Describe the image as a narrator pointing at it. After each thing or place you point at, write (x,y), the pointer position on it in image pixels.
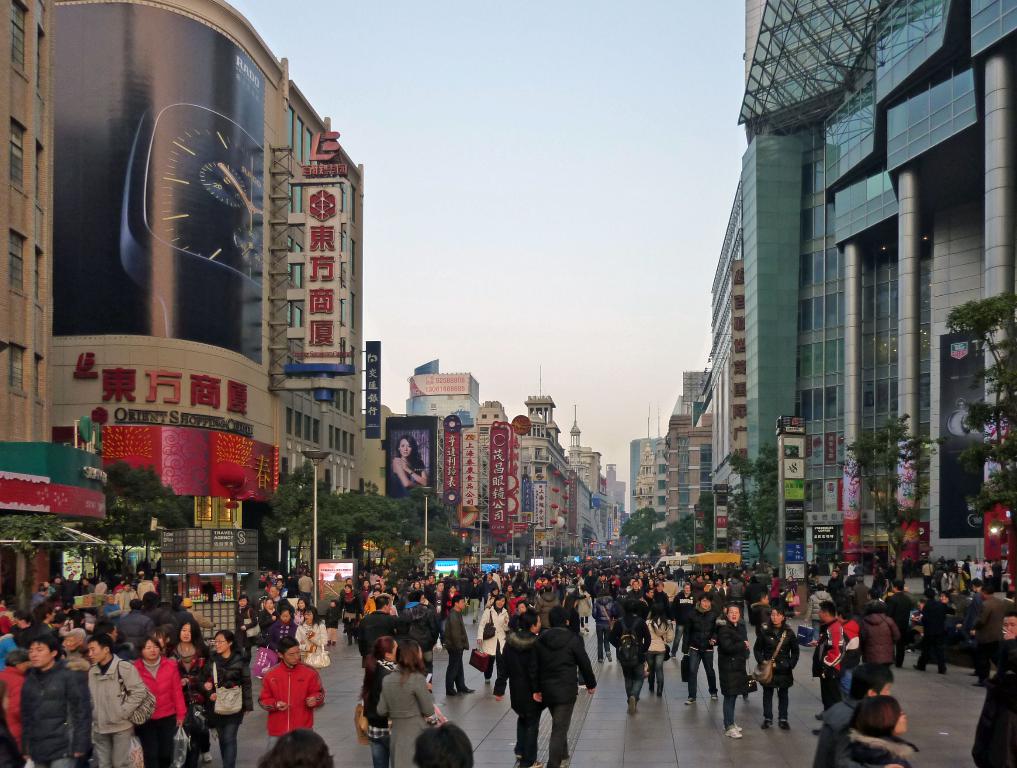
In this image we can see many people (594,568) and few people (794,648) are carrying some objects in their hands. There are many buildings (691,480) in the image. There are many advertising boards (834,531) in the image. We can see the sky (526,160) in the image. There are many trees (992,484) in the image.
